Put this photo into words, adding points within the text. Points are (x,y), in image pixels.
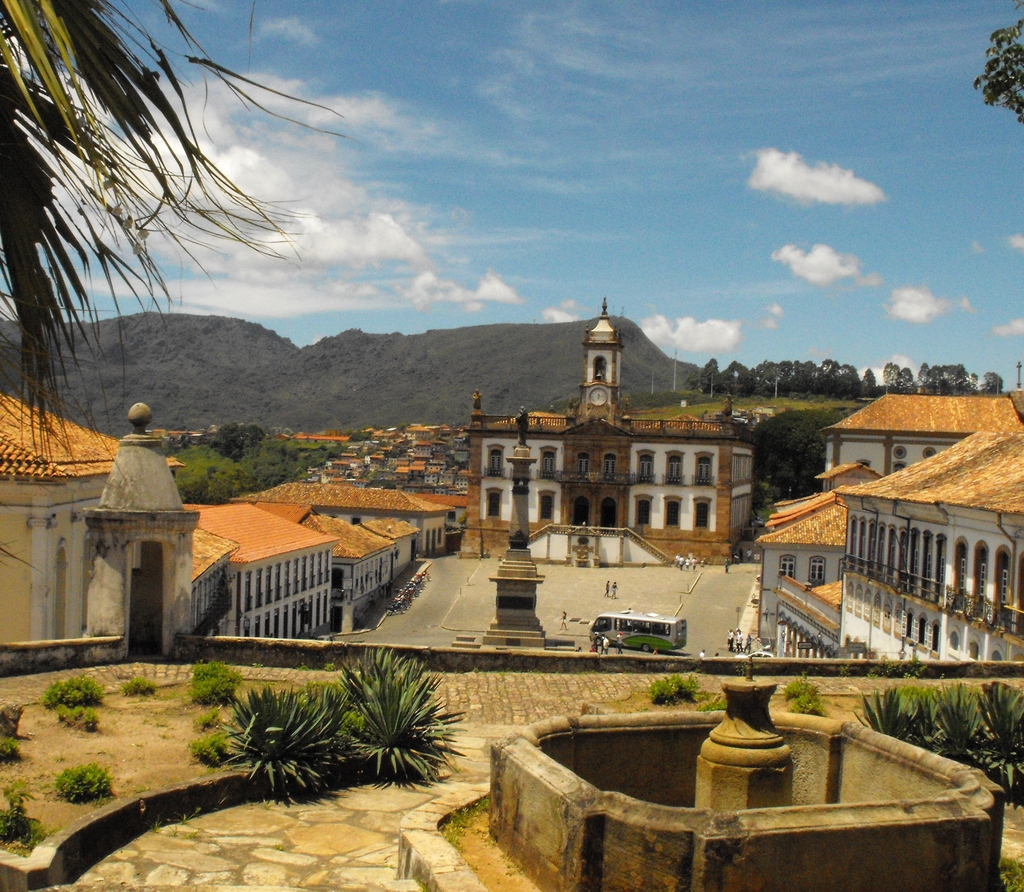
In the picture I can see buildings (380,589), plants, trees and some other objects (672,658). In the background (600,637) I can see people (618,635), a bus (663,618), the sky (619,225) and some other objects (572,396).
